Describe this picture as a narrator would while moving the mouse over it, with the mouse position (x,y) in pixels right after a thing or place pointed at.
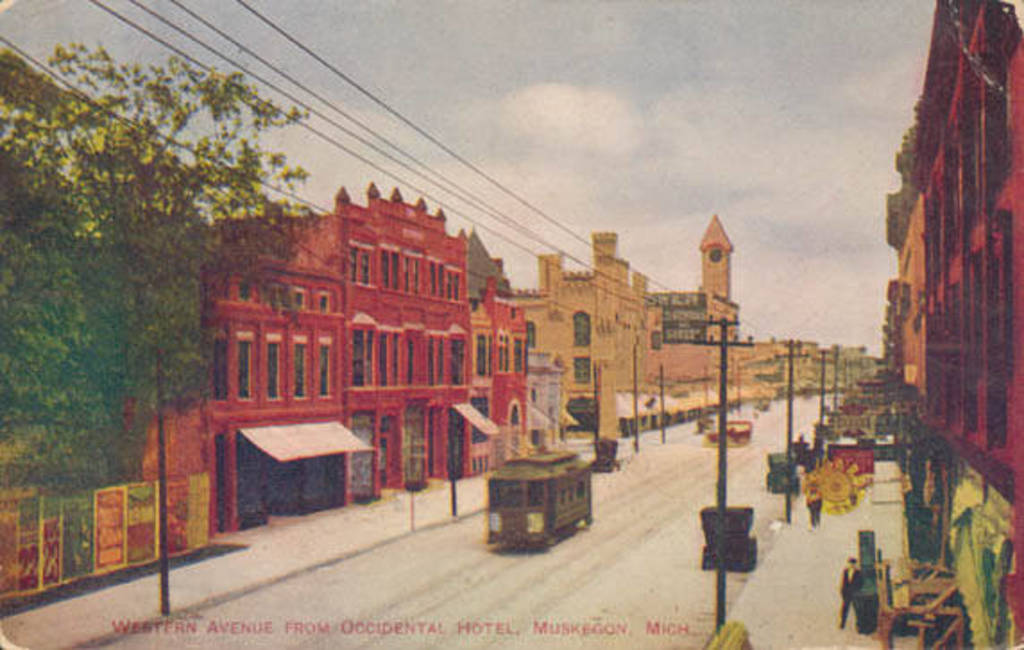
In this image we can see a picture (826,286) in which we can see a person (855,579) standing on the ground (833,611). In the left side of the image (107,303) we can see a tree (161,288). In the center of the image (637,378) we can see a cart (547,493) and some poles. In the background (622,373), we can see a group of buildings (649,400) with windows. At the top of the image (256,46) we can see some cables (188,10) and the sky (667,44). At the bottom of the image (466,621) we can see some text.
